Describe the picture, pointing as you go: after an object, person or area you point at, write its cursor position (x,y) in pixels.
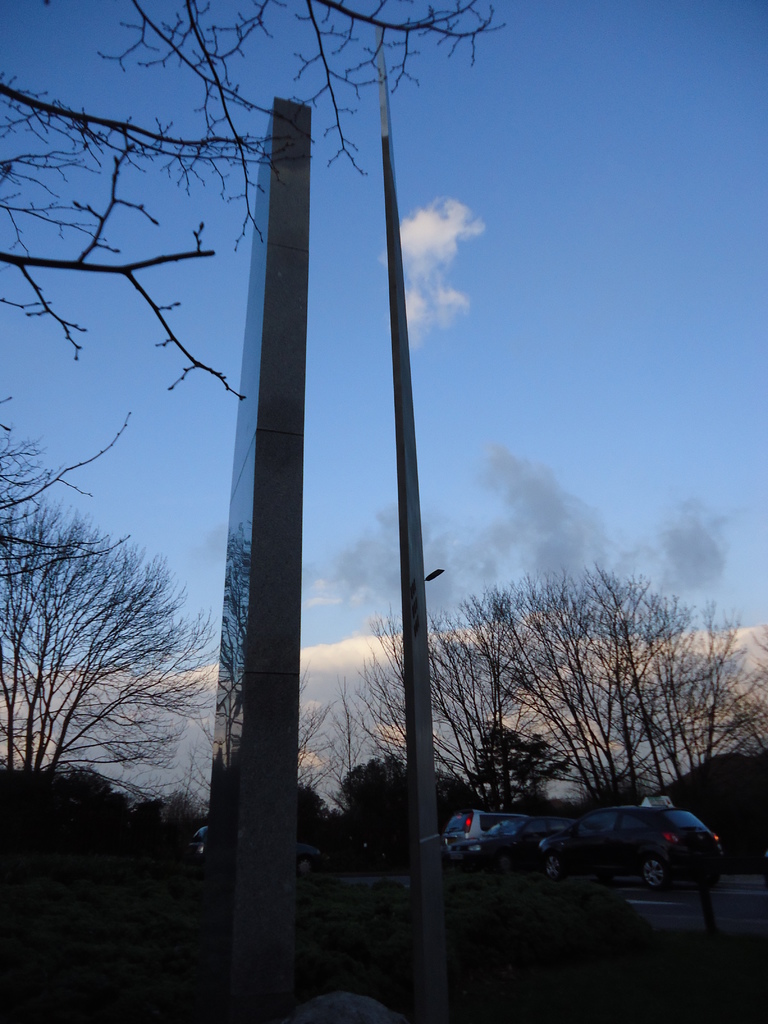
In this image we can see a pillar (248,864), a pole (428,930), few trees (558,719), vehicles (612,848) on the road (652,895) and the sky (547,530) with clouds (529,464) in the background (513,531).
